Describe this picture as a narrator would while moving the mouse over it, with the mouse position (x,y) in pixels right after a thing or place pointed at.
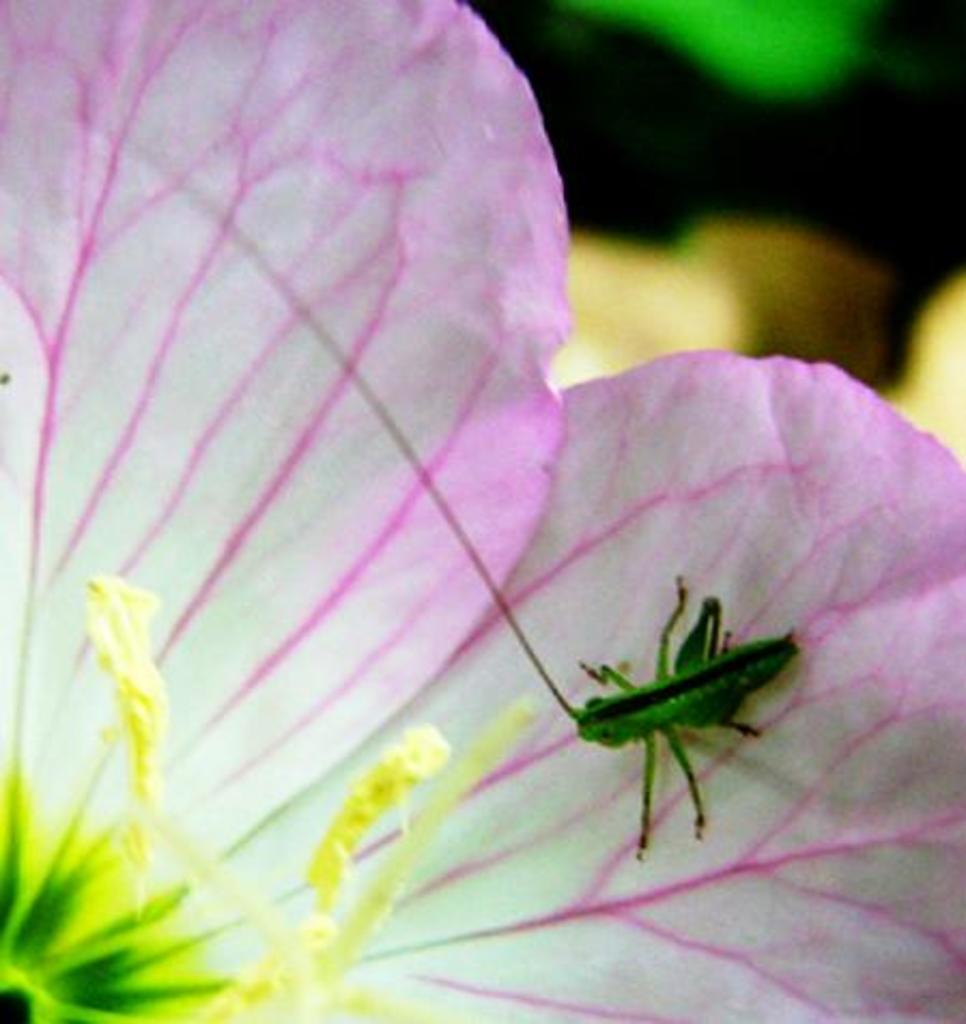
This image consists of a small insect (654,687) in green color. It is on a flower petal (563,726). The flower petal (448,701) is in pink and white color. At the bottom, we can see the pollen grains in yellow color.
